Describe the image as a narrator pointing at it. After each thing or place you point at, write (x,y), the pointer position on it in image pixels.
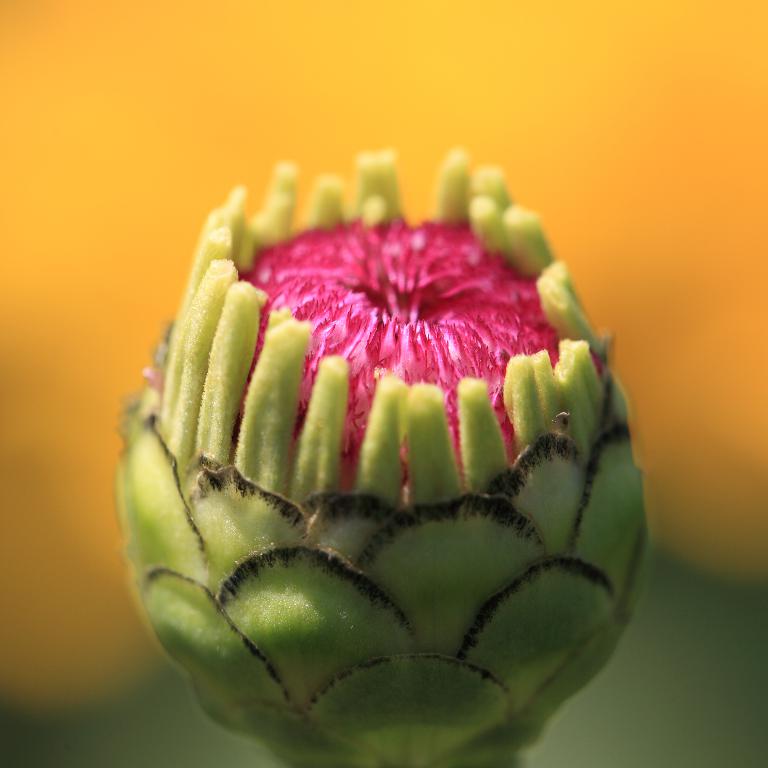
In the picture we can see a flower bud (333,654) which is light green in color and in the middle of it, we can see pink in color and behind we can see a yellow background (83,152).
